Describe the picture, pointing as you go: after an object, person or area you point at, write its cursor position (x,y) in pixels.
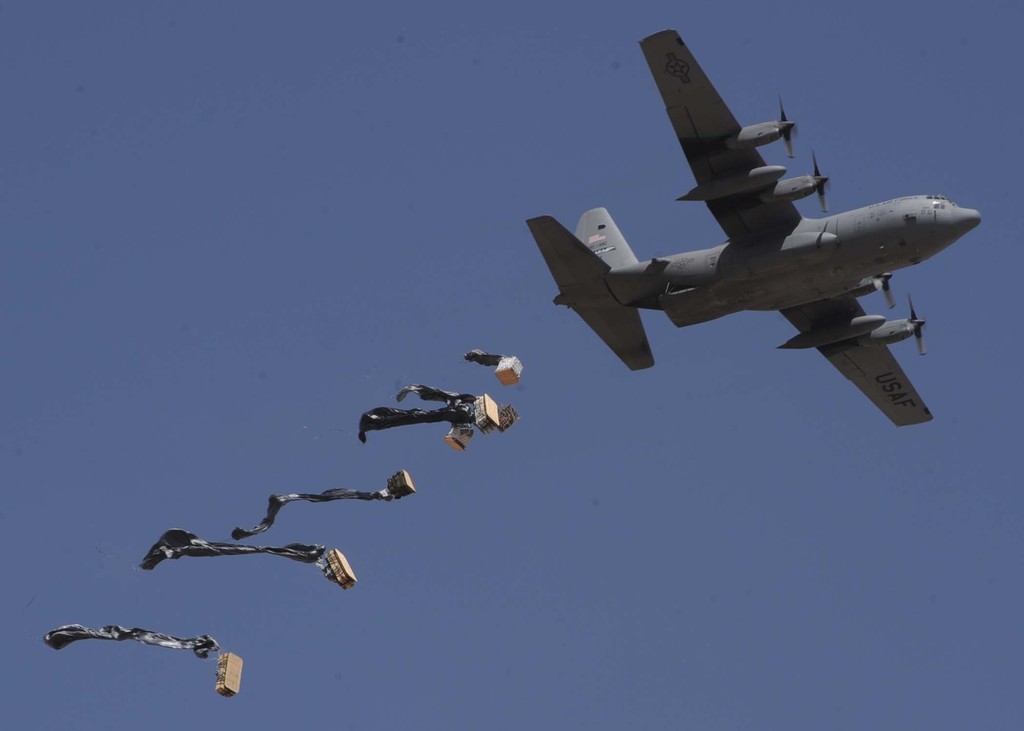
In this picture we can see an airplane (813,180) and some objects (473,355) are flying and in the background (397,507) we can see the sky (591,421).
